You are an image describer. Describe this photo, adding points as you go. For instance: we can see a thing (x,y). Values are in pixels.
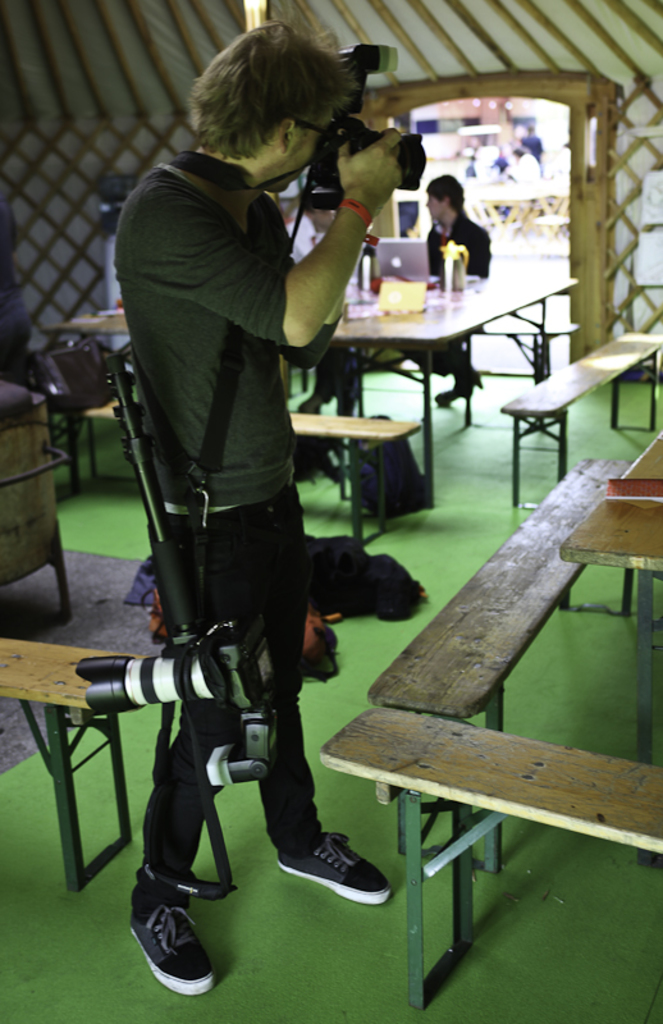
In this image there is a person (202,315) wearing T-shirt (230,301) holding a camera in his hands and carrying a camera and at the background of the image (434,264) there is a person (458,382) sitting on the bench (513,329).
